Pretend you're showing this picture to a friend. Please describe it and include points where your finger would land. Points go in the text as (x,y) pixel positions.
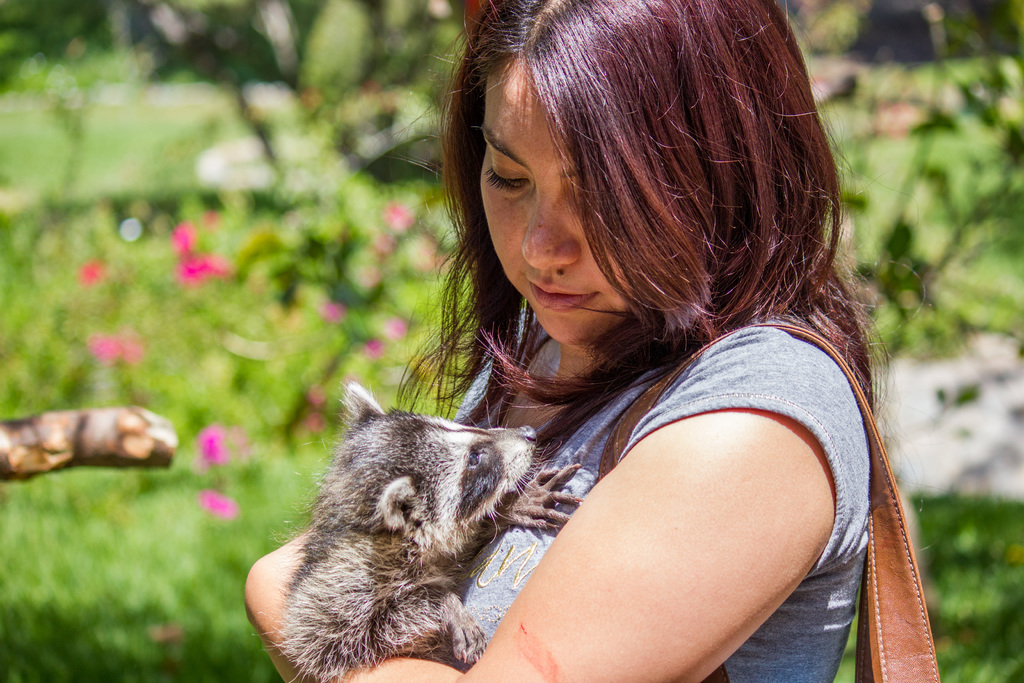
In this image in the front (569,482) there is a woman (595,502) standing and holding an animal (412,563) in her hand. In the background (436,177) there are plants (381,194) and flowers (189,264).
